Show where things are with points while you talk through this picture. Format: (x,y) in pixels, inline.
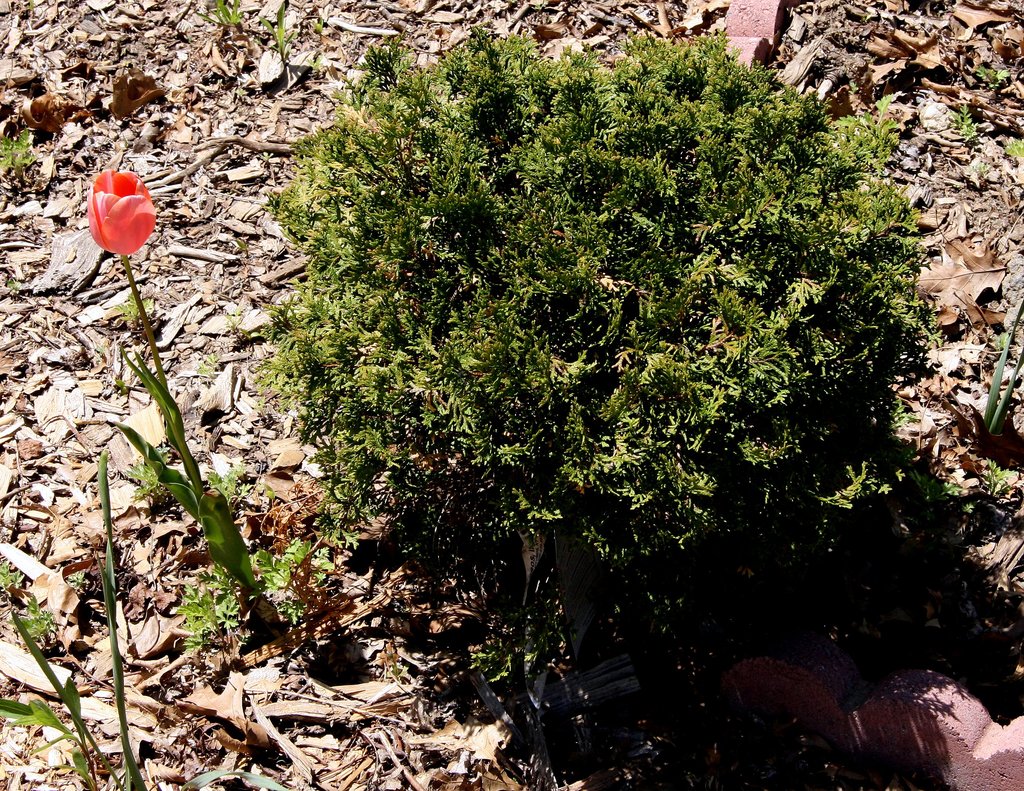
In the image there is a flower plant (183,449) and beside that there is another plant (580,259) and around the plants (322,249) there are many dry leaves (73,58).
